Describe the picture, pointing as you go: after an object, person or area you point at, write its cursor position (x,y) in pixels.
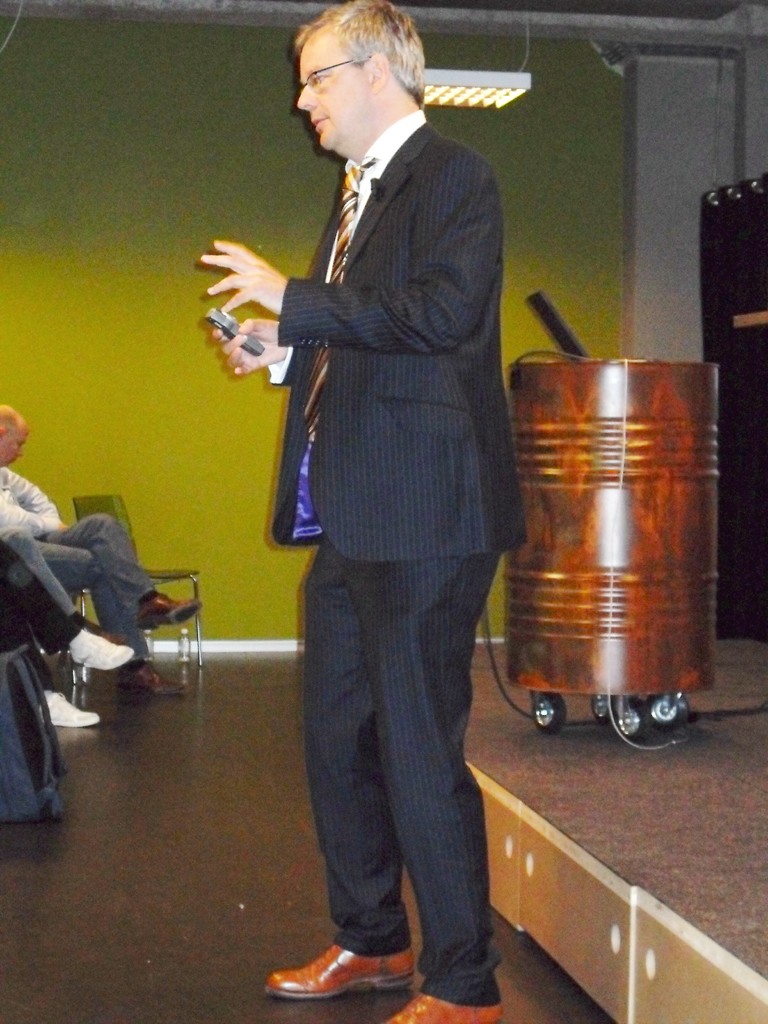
In this image I can see the person (419,454) with the dress (438,431). To the right (581,614) I can see the metal object (606,572) with wheels (627,720). To the left (102,546) I can see few people (37,634) sitting on the chairs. In the background (189,303) I can see the green color wall (308,232) and there is an object (708,321). I can see the light (444,99) at the top (465,104).
